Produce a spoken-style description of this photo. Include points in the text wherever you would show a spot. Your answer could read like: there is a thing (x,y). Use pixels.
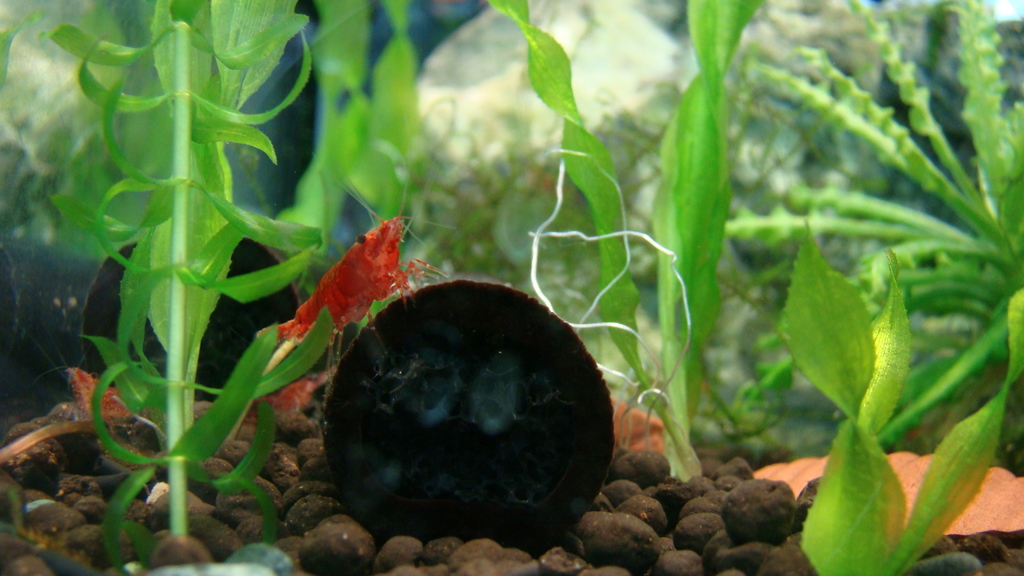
In this image I can see few artificial plants (222,262), few aquatic animals (394,287) which are orange in color, few black colored pipes (248,311), few brown colored rocks (634,510), a orange colored object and a white colored rope (558,197) in the water (497,239).
